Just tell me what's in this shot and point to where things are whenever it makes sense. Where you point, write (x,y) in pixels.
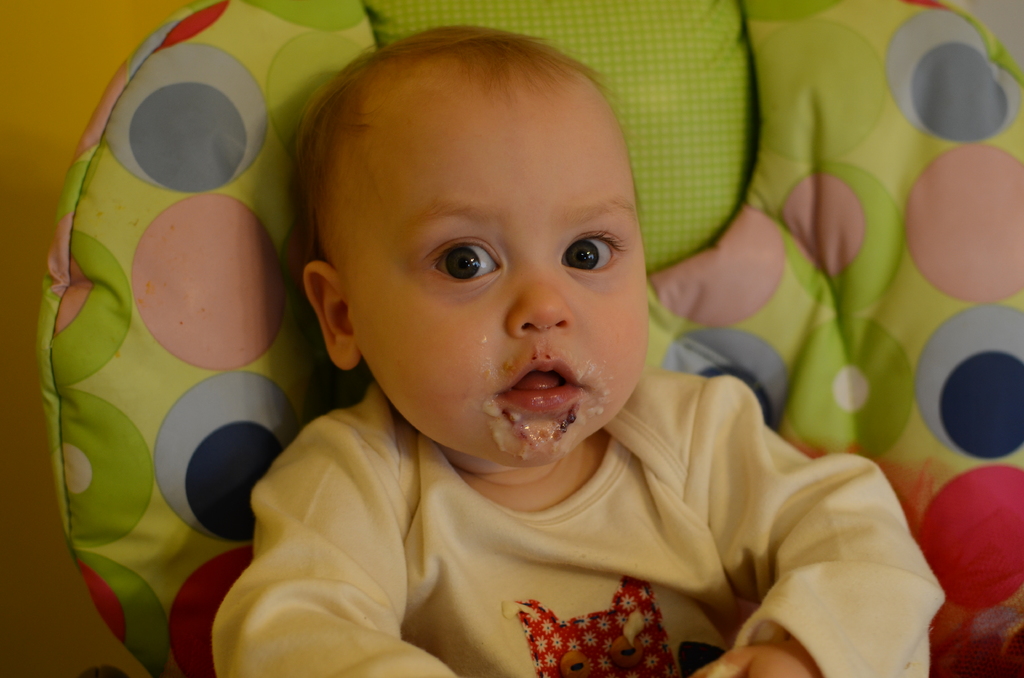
In this image we can see a baby boy (521,290) sitting in a baby seat (267,451). He is wearing a T-shirt (409,607).
